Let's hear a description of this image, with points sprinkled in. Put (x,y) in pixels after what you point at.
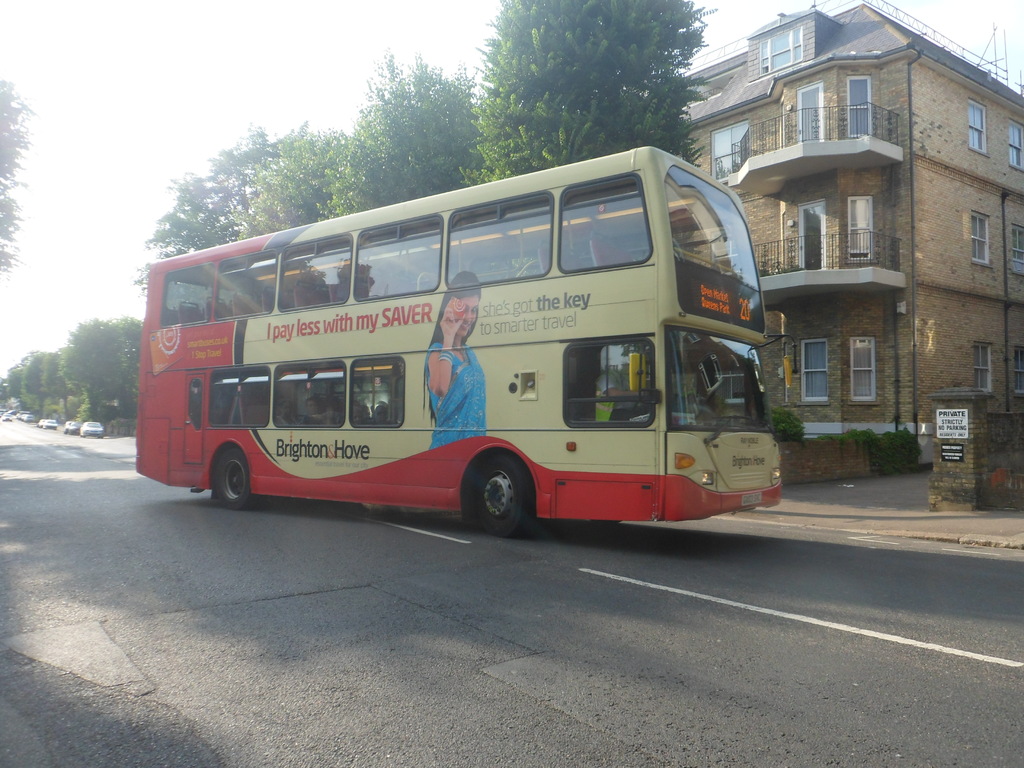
In this image there is a double decker bus (448,419) on the road (533,524). In the background (801,175) there is a building (883,94), Beside the building (883,81) there are trees (289,190). On the road (117,478) there are cars (74,428).
